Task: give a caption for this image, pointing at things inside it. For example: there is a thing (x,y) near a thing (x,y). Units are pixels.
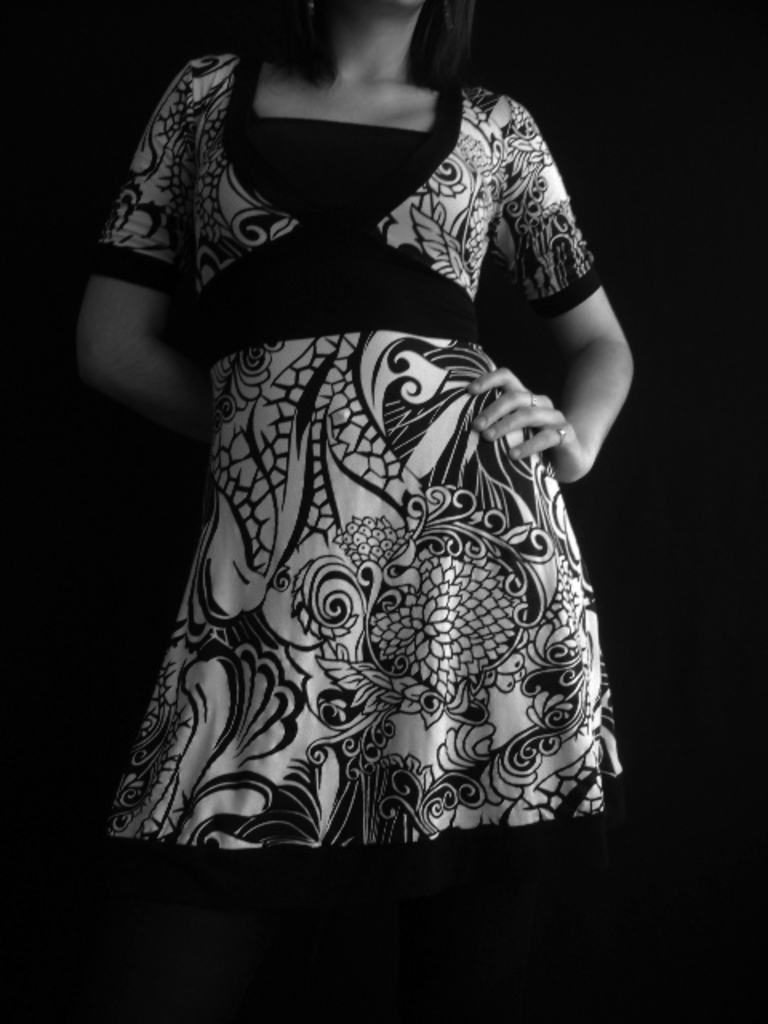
In this image we can see a woman (599,645) who is truncated. There is a dark background (583,91).
